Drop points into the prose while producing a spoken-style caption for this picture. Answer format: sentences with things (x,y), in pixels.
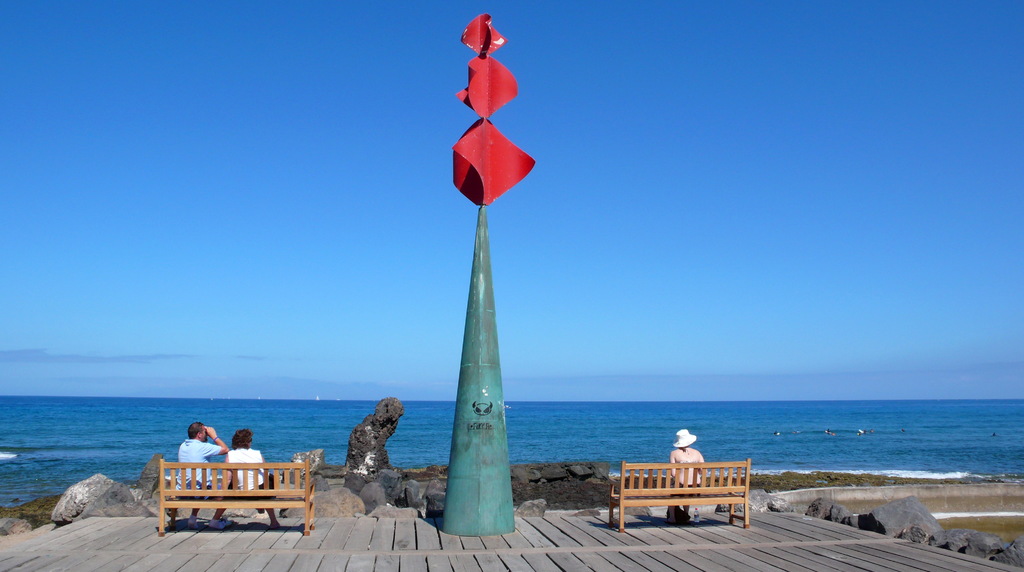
In the image we can see there are two benches (680,501) and on the bench (258,496) there are people (240,454) sitting, wearing clothes (249,470). Here we can see a wooden surface (540,546) and stones (898,525) around. Here we can see sea (593,402), grass (816,484) and blue sky (680,313). This is an object (479,324).
